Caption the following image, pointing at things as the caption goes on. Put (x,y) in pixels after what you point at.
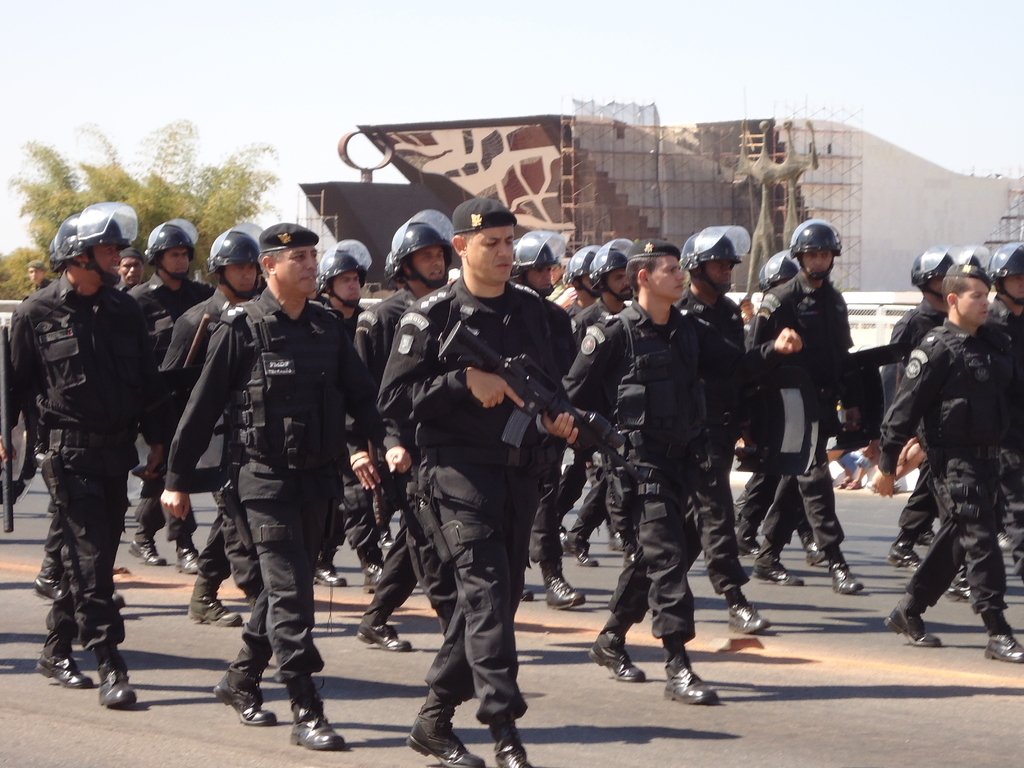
In this image we can see many people (648,372) walking on the road (866,686). Some are wearing helmets (443,214). Some are wearing caps (303,242). Some are holding guns (621,437). In the back (541,165) there is a building (621,201). Also there are trees (223,192). And there is sky (504,52).
